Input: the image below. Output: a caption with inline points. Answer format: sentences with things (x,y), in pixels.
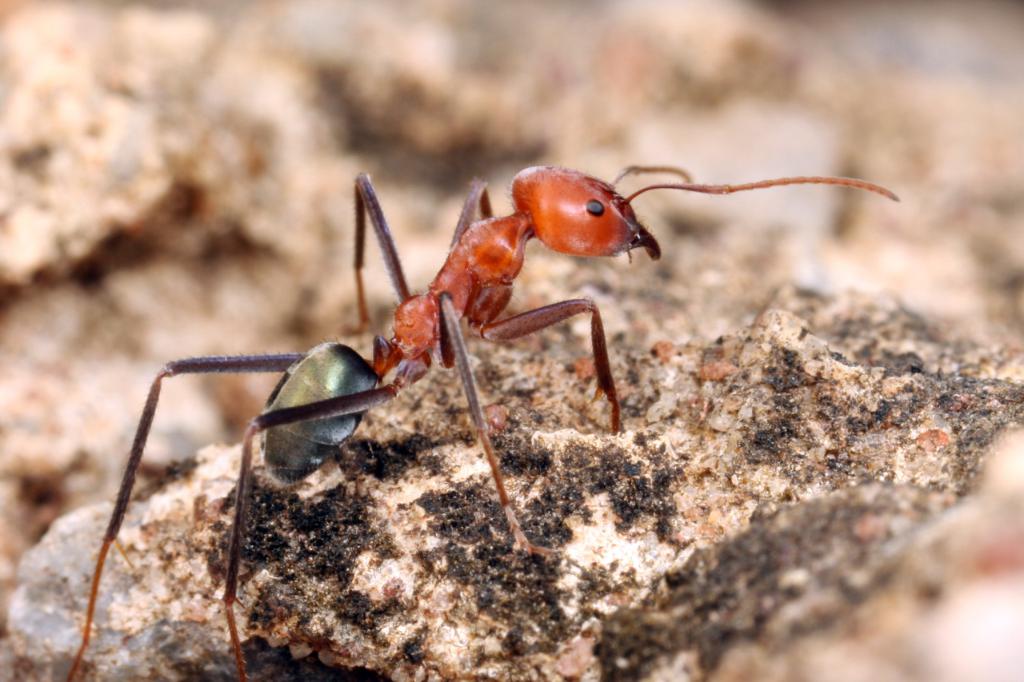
In this image I can see an ant (502,266) which is orange, black and green in color on the rock (635,407) which is cream, black and brown in color.
